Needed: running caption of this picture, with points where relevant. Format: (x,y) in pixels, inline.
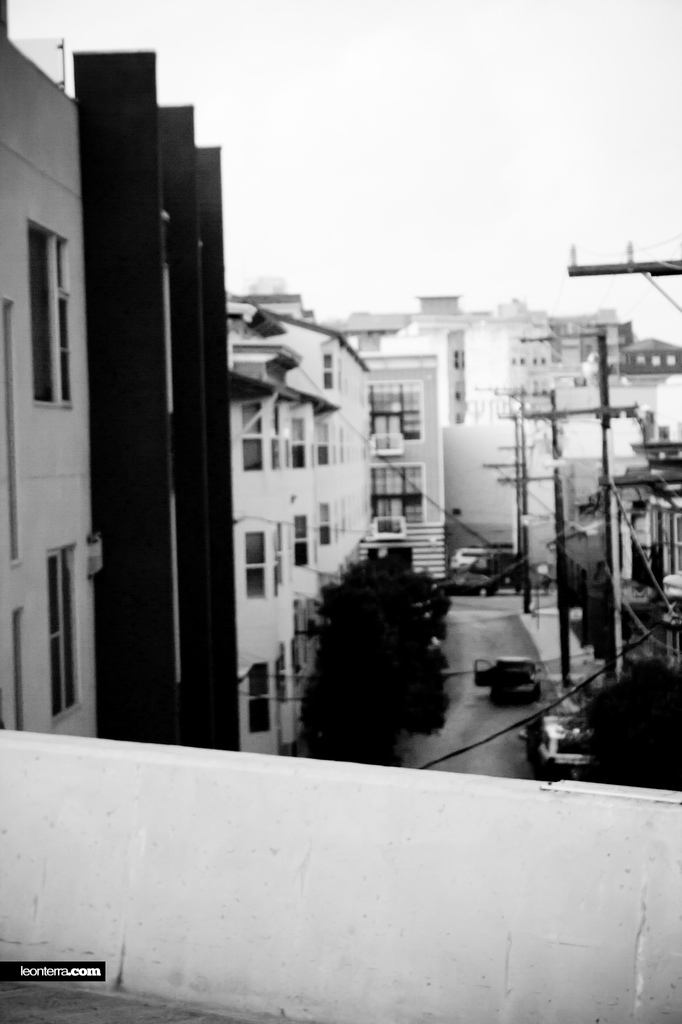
In this image in the front (557,813) there is a balcony (337,807). In the background (281,471) there are buildings (465,503), poles (609,594), trees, cars (482,553) and the sky (493,181) is cloudy.
